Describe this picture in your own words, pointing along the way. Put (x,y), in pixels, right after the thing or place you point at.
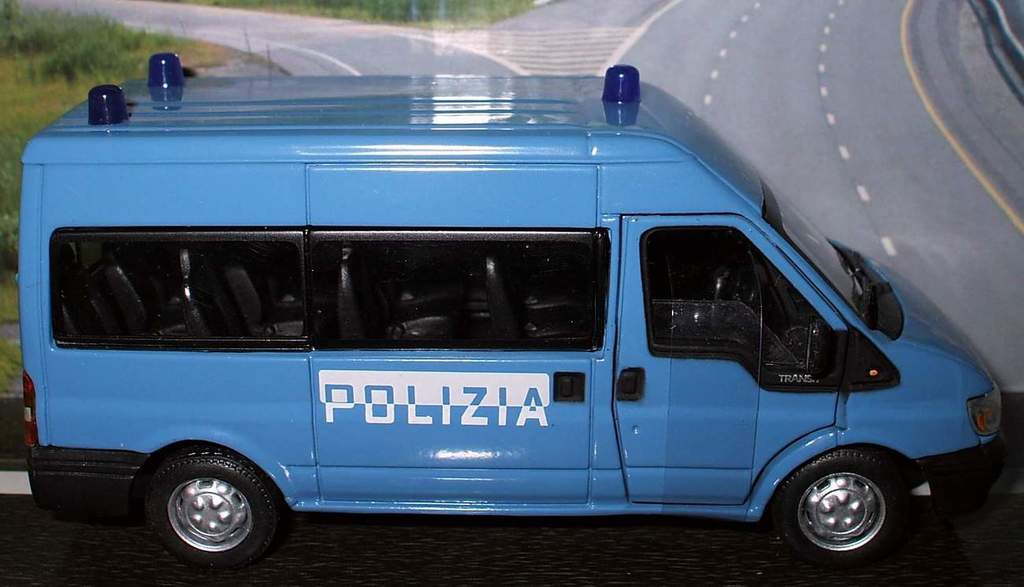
In the image there is a toy vehicle (255,118), behind that there is some poster (767,104).
